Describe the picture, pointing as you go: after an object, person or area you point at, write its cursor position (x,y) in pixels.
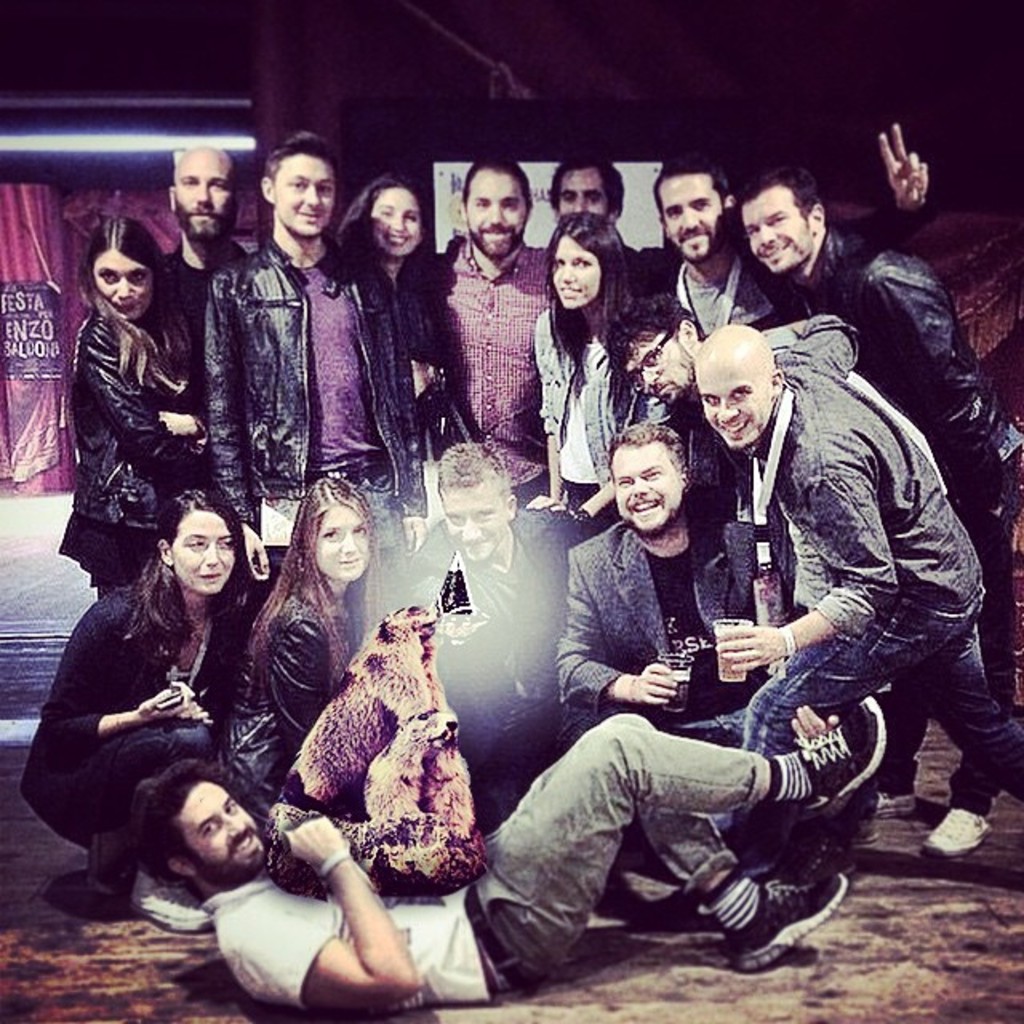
This image is taken indoors. At the bottom of the image (834,971) there is a floor (140,950) and a man (202,868) is lying on the floor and there is something on the man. In the background (23,333) there is a wall (765,152) with two boards (25,309) with text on them and a light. In the middle of the image (464,419) a few people (529,390) are standing and a few (93,768) are sitting.
